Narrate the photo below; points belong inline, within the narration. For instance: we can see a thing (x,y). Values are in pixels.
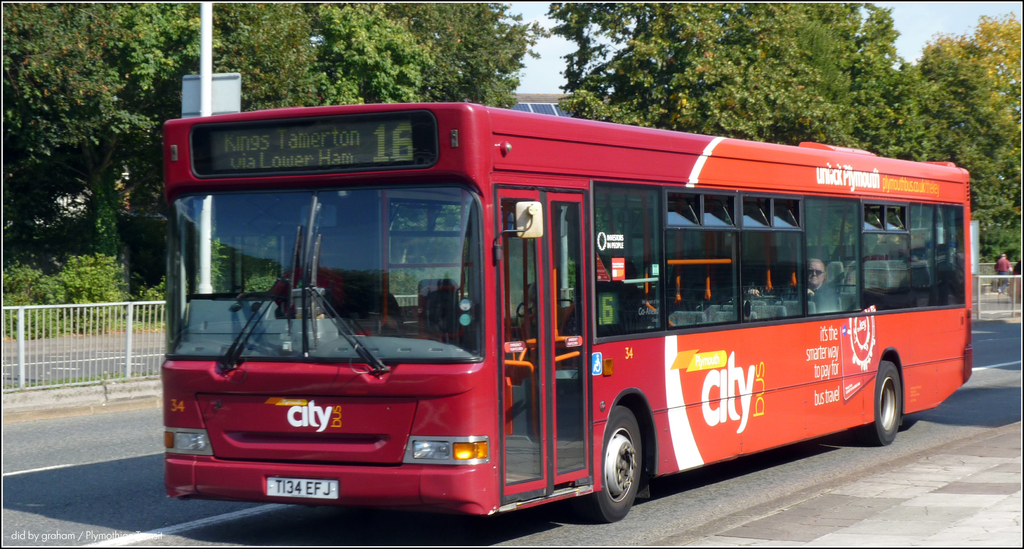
In this image there is a bus (712,375) on the road (789,454). Beside the bus (170,366) there is a fence (79,338). In the middle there is a pole (203,85) to which there is a board (223,76). In the background (706,63) there are trees (767,68). On the right side (1007,265) there are few people (1004,263) walking on the footpath (893,471).
